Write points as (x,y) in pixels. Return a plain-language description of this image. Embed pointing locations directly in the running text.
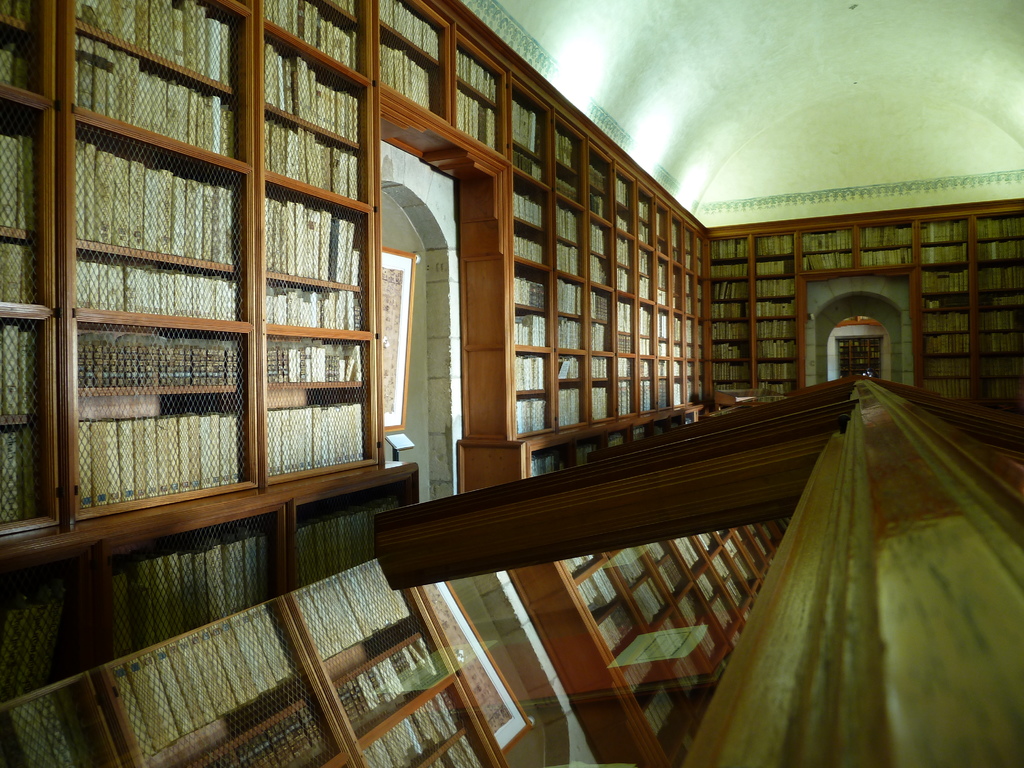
In the image there are many shelves (374,6) and there are meshes (586,222) fit in front of the shelves (172,254), there are a lot of books (151,293) kept in each shelf (553,231) and on the left side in between the shelves (502,406) there is an arch (431,309) and there is some photo frame (405,273) inside that arch (406,219) and there is glass (596,684) in the foreground (596,684) and the picture of the shelves (363,564) are being reflected on the glass (522,673).
